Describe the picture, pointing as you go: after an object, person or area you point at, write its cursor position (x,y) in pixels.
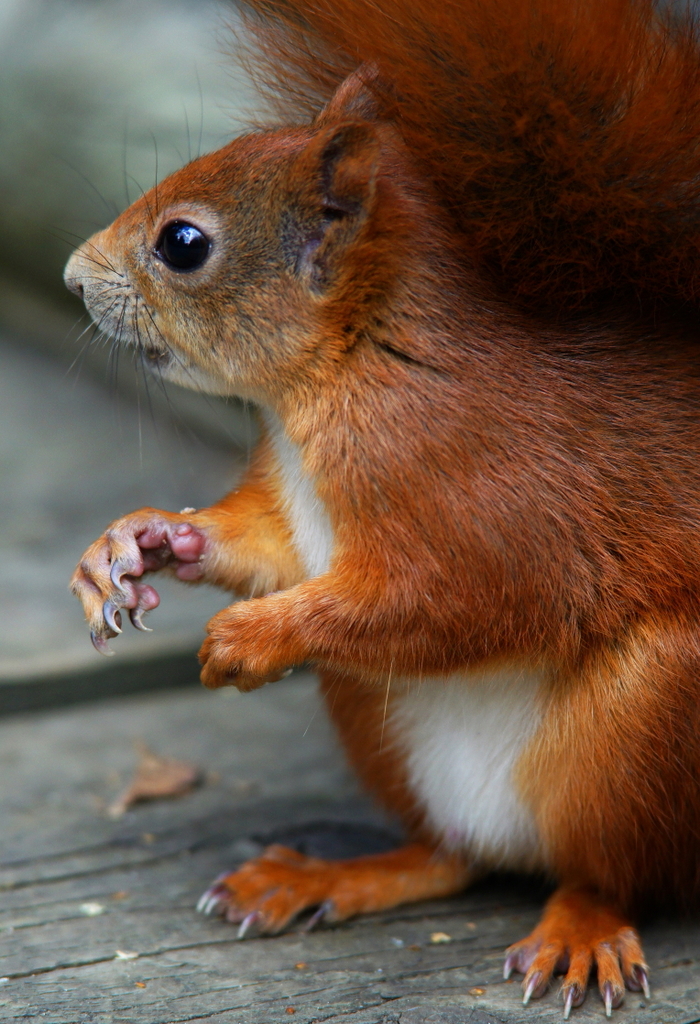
In this image we can see a squirrel (450,634) on a wooden surface (472,946). In the background (128,75) it is blur.
